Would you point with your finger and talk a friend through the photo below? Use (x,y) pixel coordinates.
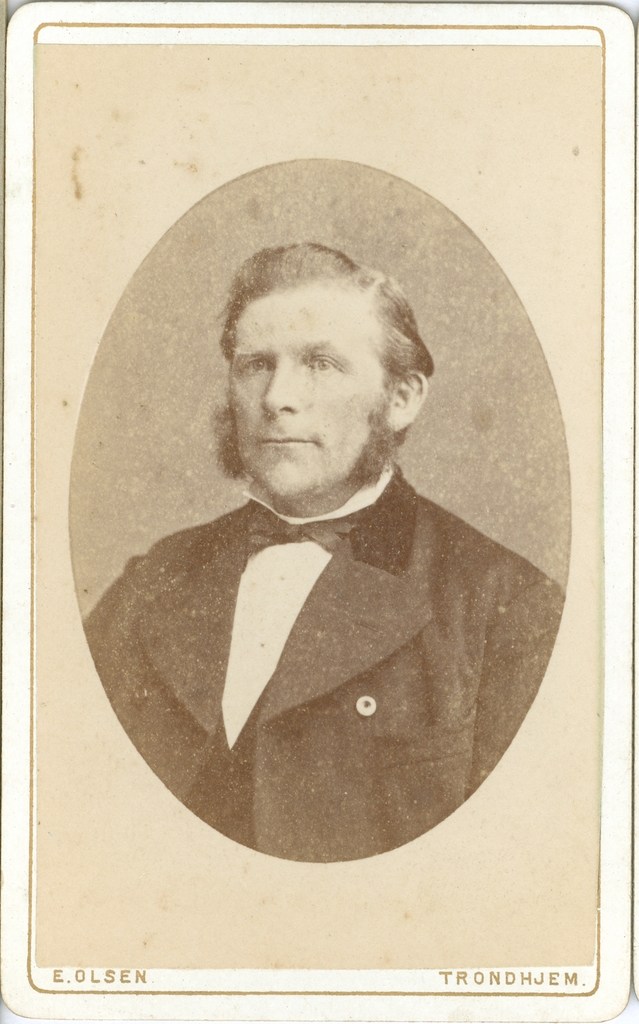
In the image we can see a frame (210,25).
